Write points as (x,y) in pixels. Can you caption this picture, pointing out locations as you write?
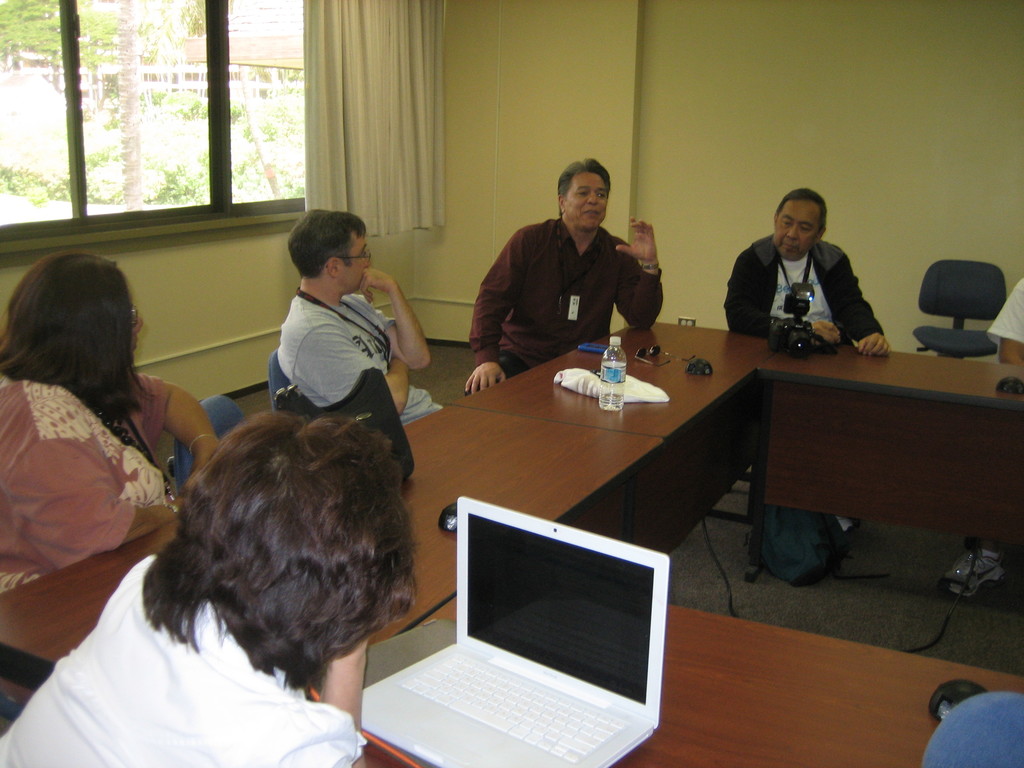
As we can see in the image there is a window (292,114), curtain (439,142), yellow color wall (739,128), table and chairs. On chairs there are few people (375,272) sitting. On table (571,410) there is a bottle (607,390) and a laptop (493,637).
